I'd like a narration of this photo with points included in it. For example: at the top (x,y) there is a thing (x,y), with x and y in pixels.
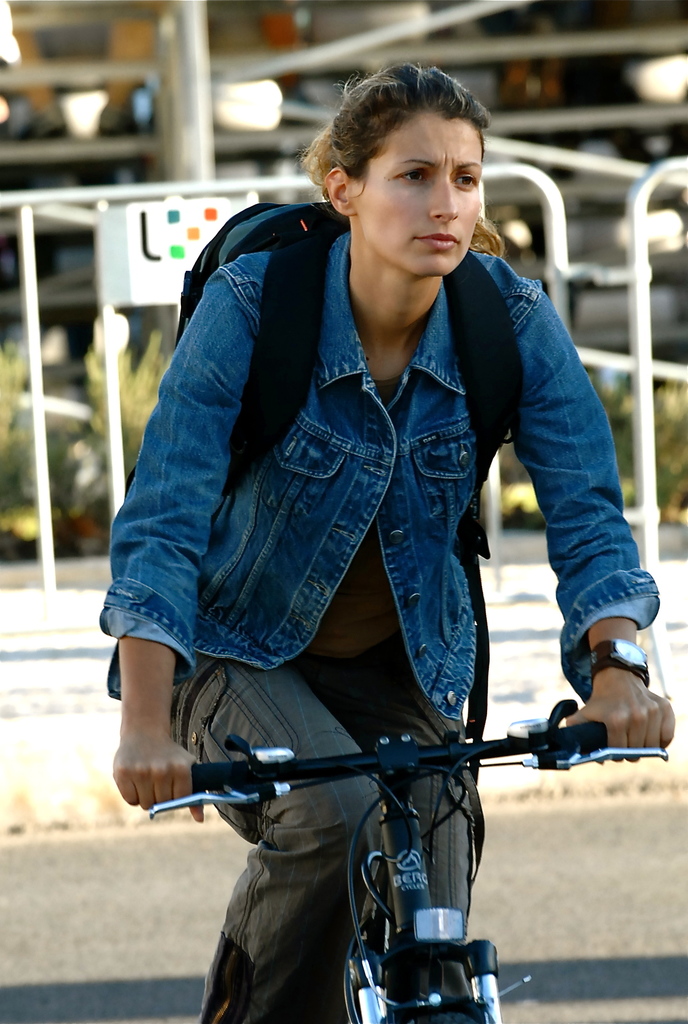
In the picture there is a woman (336,819) riding a bicycle (343,767), behind the woman (379,268) there is an iron fence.
